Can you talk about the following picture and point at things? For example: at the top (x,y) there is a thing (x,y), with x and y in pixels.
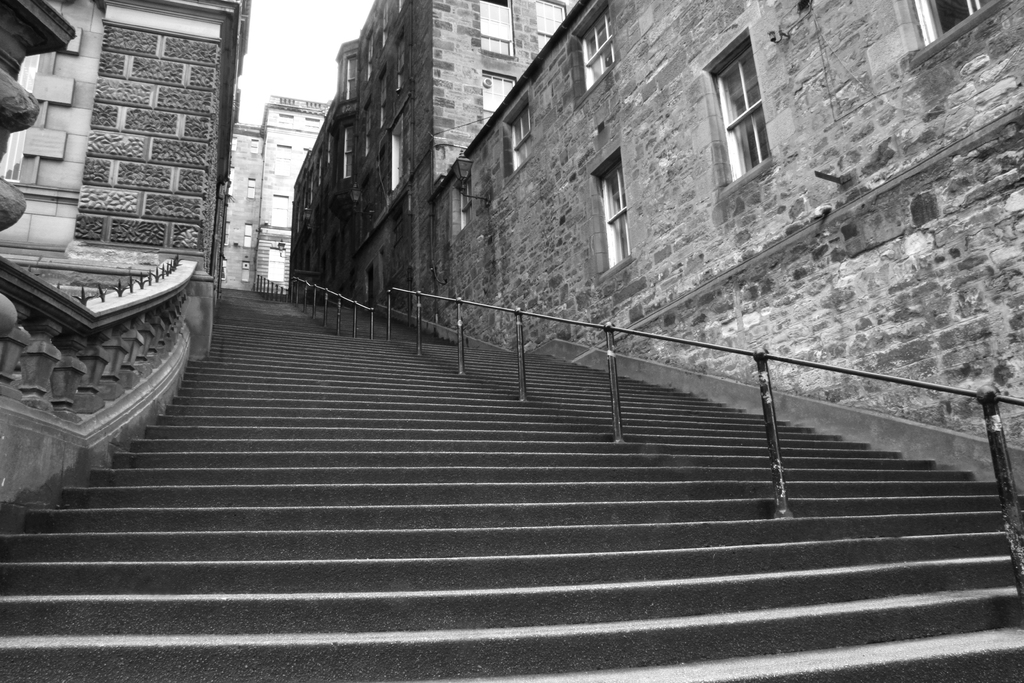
In this image there is a staircase (315,443) having fence (620,432) on the stairs (542,468). Background (356,96) there are few buildings (355,228). Top of image (288,49) there is sky (326,62).
